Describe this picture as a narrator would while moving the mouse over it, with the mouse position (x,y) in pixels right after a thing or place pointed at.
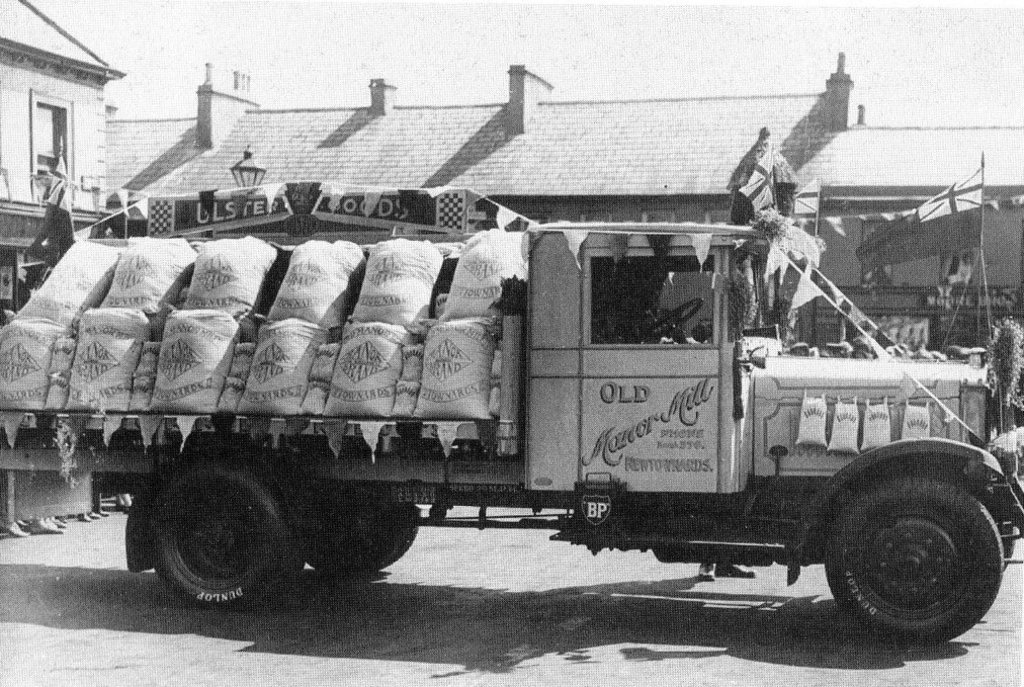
In the image we can see there is a vehicle (564,423) parked on the ground (520,636) and there are gunny bags (214,324) kept on the vehicle (153,449). Behind there is a building (970,315) and there are flags (961,248) kept outside of the building (495,171). The sky (338,89) is clear.
